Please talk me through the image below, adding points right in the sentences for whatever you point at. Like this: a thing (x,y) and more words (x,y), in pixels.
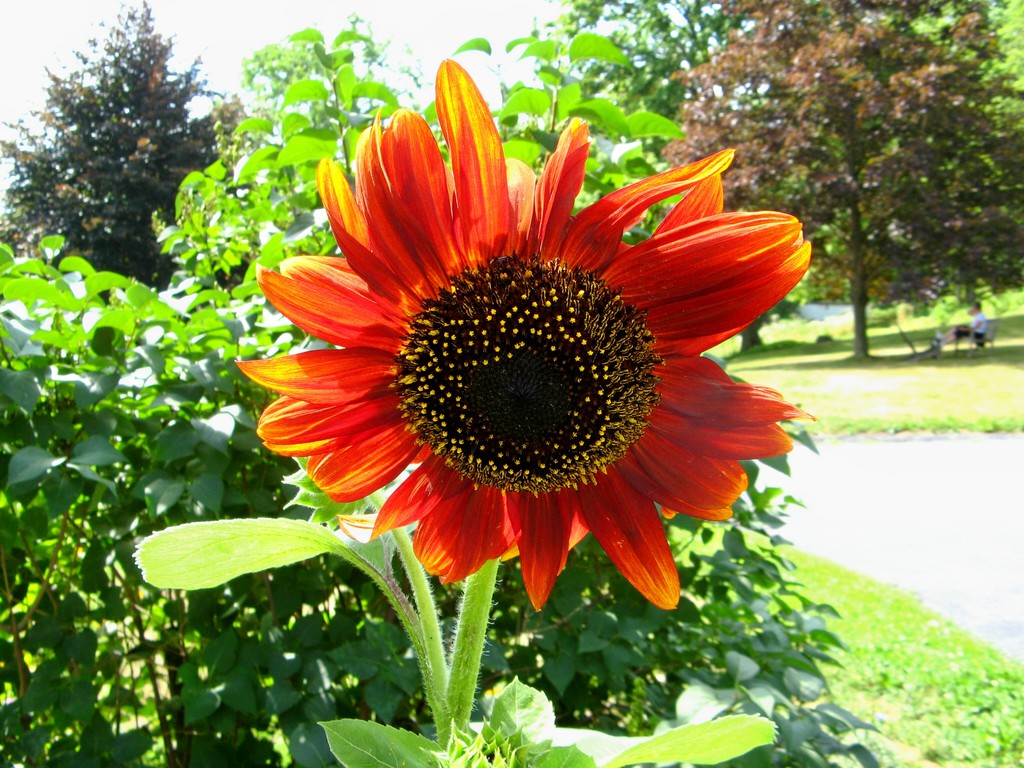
In this image I can see a plant (458,722) which is green in color and to it I can see a flower (502,468) which is orange, black and yellow in color. In the background (1004,315) I can see few trees (666,145), some grass (859,665), the road (878,559), a person (980,341) sitting on a chair (989,328) and the sky (412,94).
